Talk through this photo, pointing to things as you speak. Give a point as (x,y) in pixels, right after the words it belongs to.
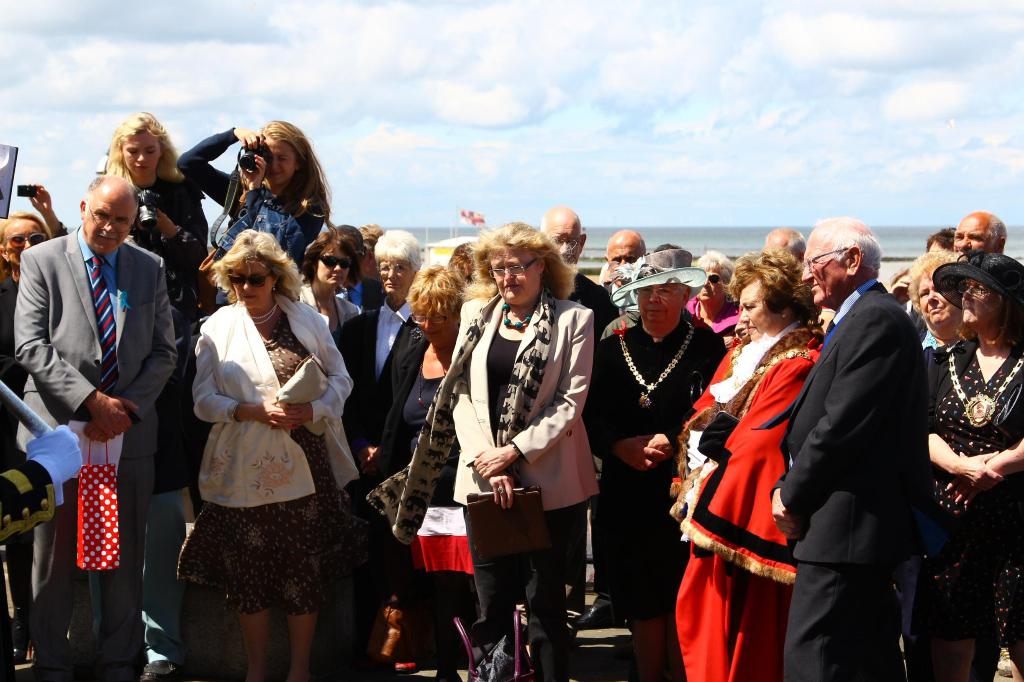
In the picture I can see group of people (391,413) are standing among them some are wearing hats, ornaments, and other objects (74,458). Here I can see this woman (253,179) is holding a camera (246,156). In the background (687,102) I can see the sky (680,112).
